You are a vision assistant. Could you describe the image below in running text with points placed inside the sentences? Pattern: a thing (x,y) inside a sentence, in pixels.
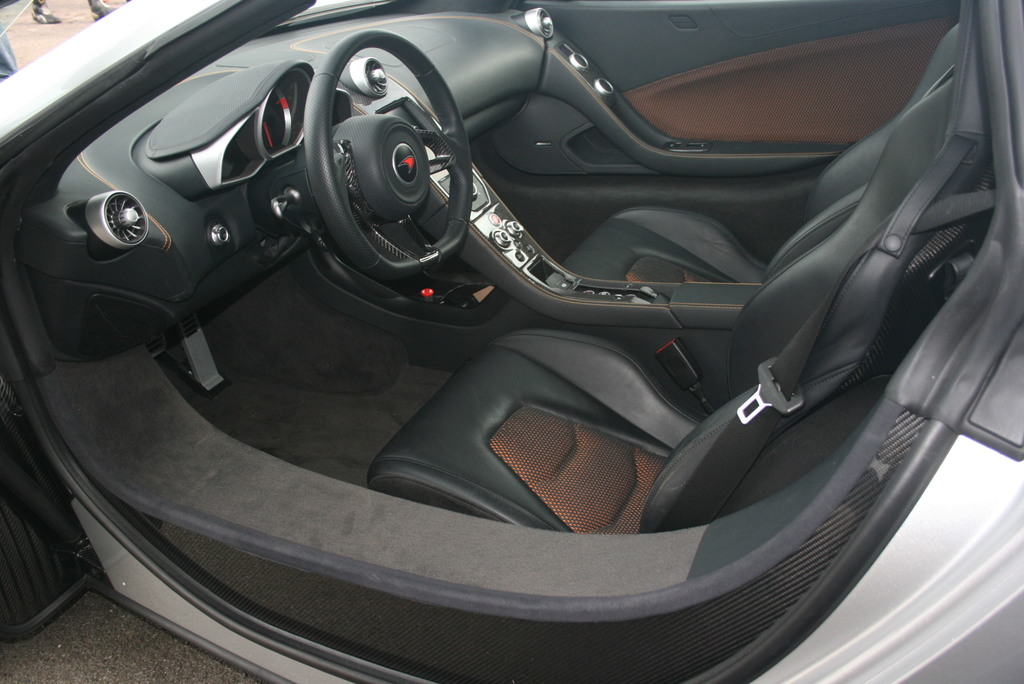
This image is taken outdoors. At the bottom of the image (96,654) there is a road (80,652). In the middle of the image (646,238) there is a car (694,291). At the top left of the image (99,13) there is a person (2,28).
